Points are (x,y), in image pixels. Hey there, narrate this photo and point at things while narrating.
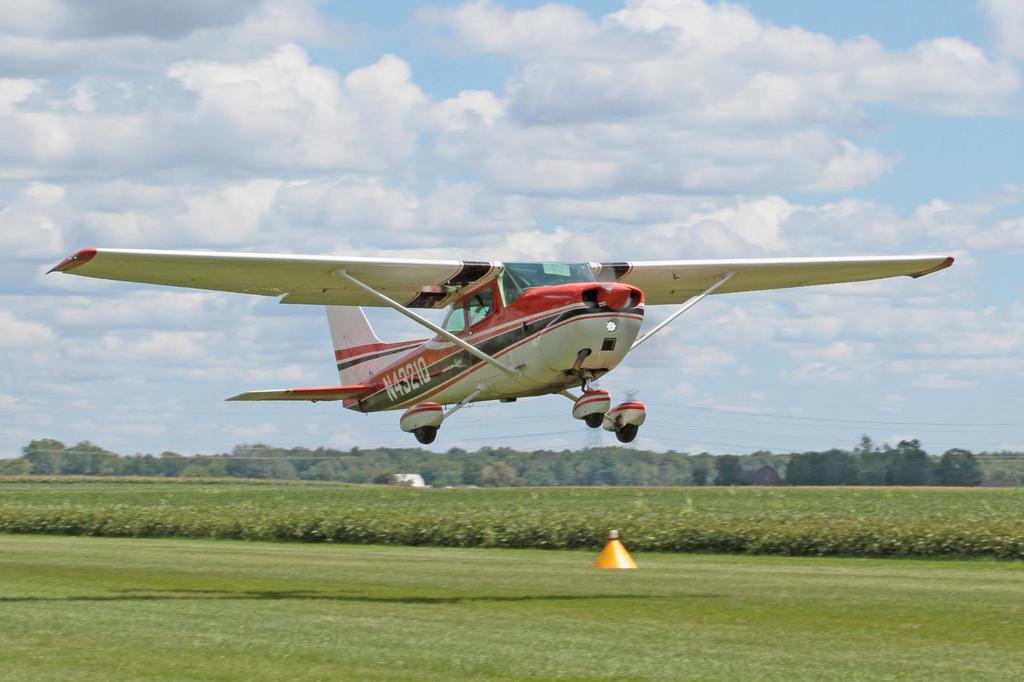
In this image I can see an airplane (420,371) flying in the air (223,352). At the bottom (487,617), I can see the grass (412,626) and plants (460,524). In the background (171,473) there are many trees (508,478). At the top of the image (395,56) I can see the sky (384,55) and clouds (321,129).
